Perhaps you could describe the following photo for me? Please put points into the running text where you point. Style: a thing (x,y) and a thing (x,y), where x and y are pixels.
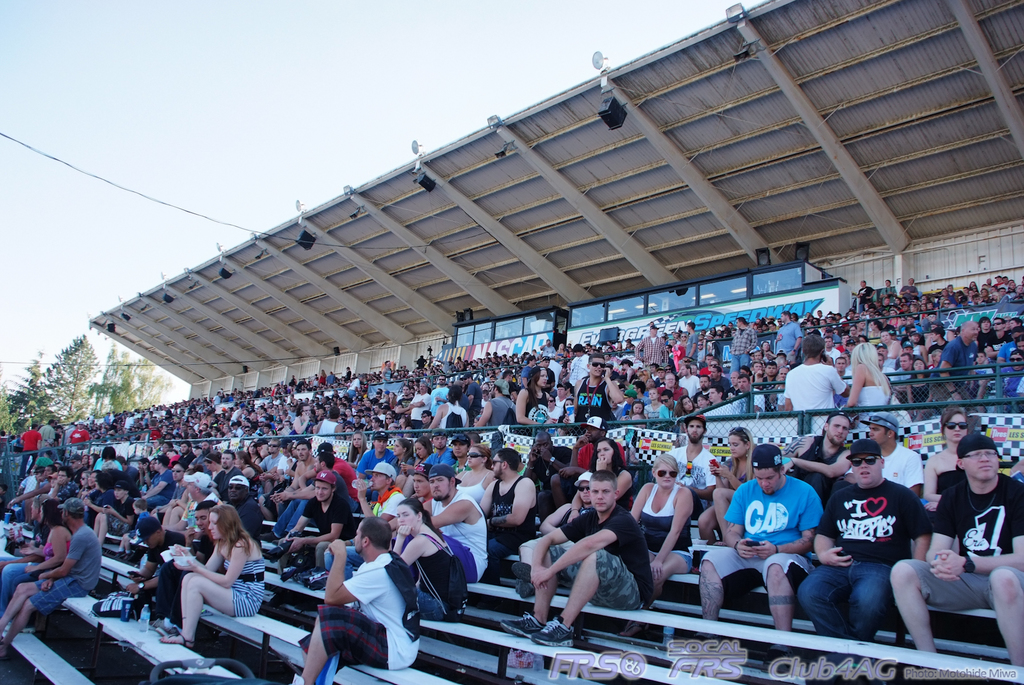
In this image we can see many persons (307,453) sitting on the stairs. In the background (251,319) we can see lights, stands (464,344), iron rods (506,238), trees (81,369) and sky (219,144).
